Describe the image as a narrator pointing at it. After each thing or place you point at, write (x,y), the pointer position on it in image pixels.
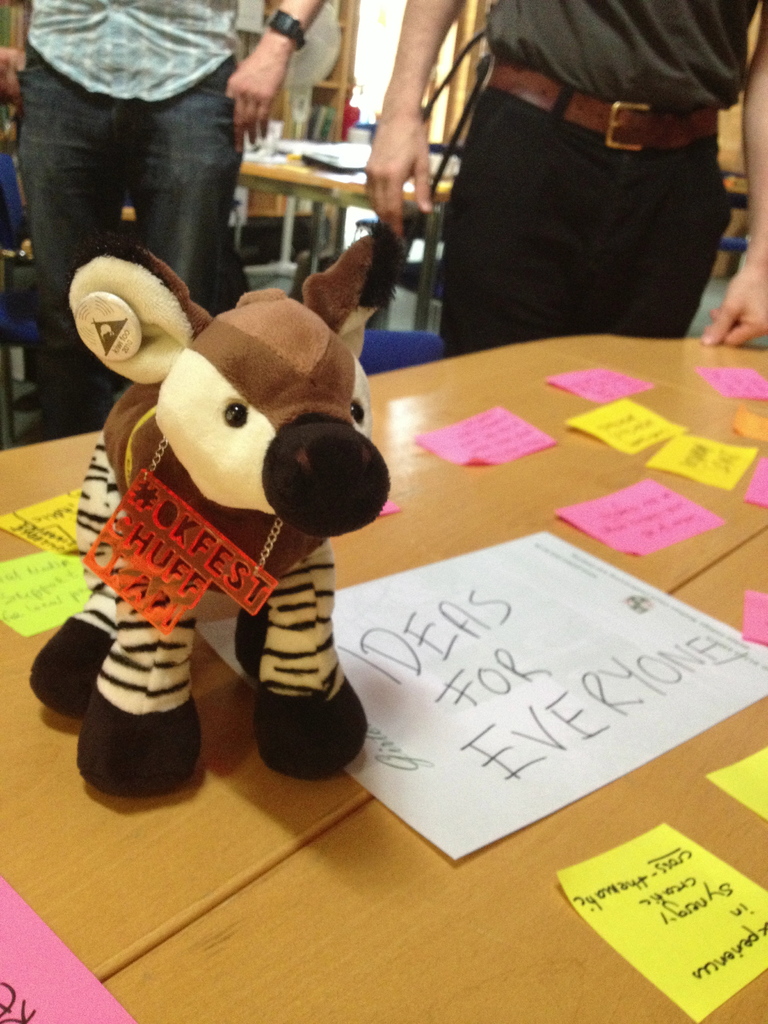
In this image there is a toy (233,398) on the table (471,869) having few papers (556,632) on it. Behind the table (459,371) there are two persons (446,352) standing. Behind them there are few chairs (3,243) and a table (345,193). On the table (319,188) there are few objects (321,168). Behind the table (309,174) there is a rack (333,97) having few objects (349,109) in it.
